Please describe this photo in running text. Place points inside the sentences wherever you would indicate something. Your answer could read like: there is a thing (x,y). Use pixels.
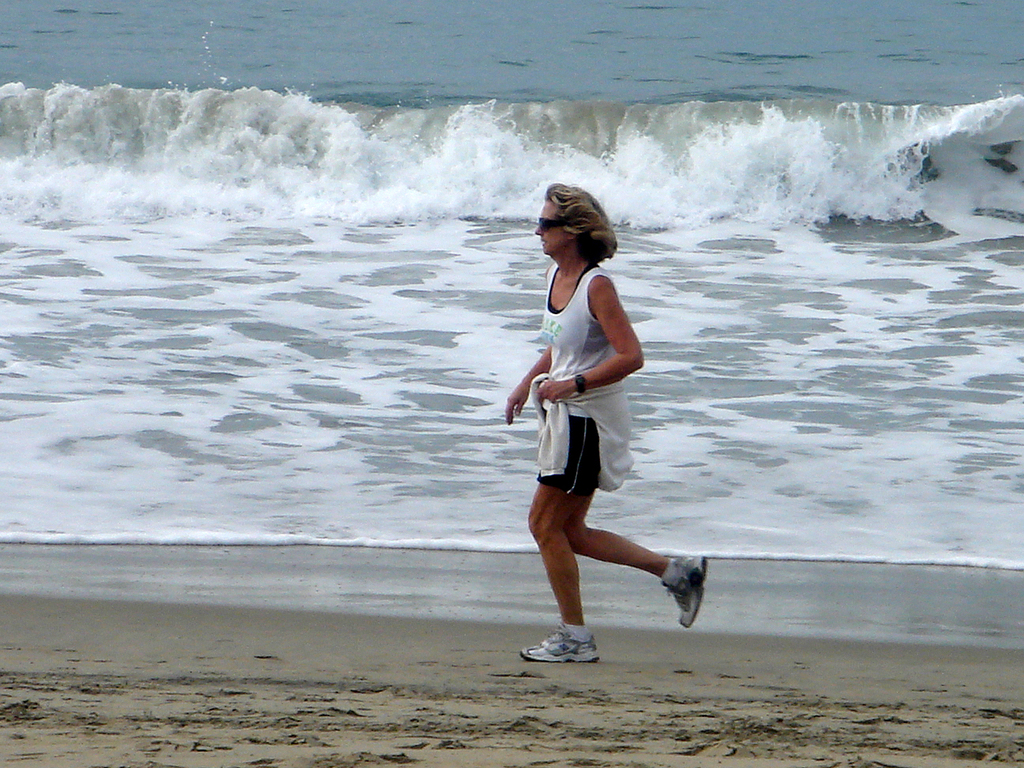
In this image in the center (573,505) there is a woman (577,525) jogging. In the background (191,160) there is an ocean (272,116). In the front (275,700) there is sand (476,741).
